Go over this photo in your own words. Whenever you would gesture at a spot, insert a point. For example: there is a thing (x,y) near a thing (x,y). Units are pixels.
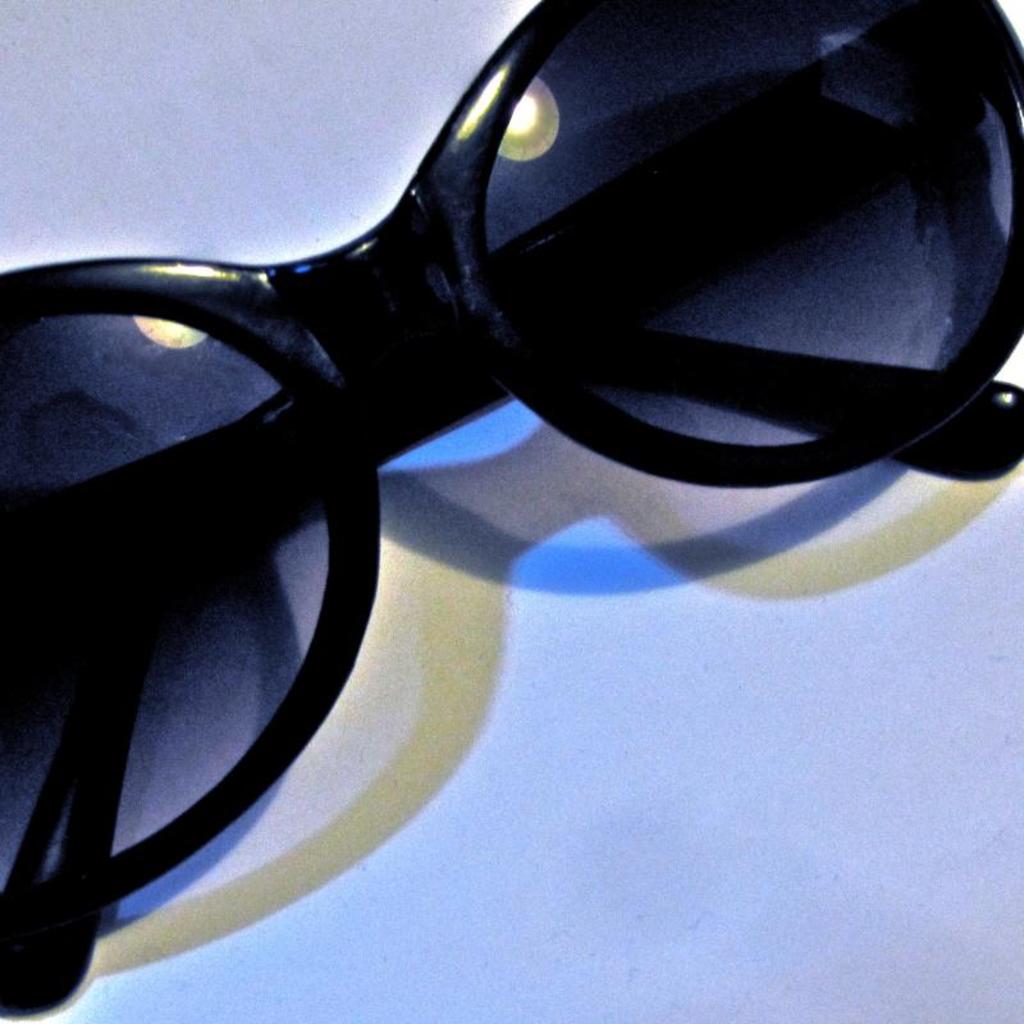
In this image there is a goggle (373,422) on the white color surface (442,686).
